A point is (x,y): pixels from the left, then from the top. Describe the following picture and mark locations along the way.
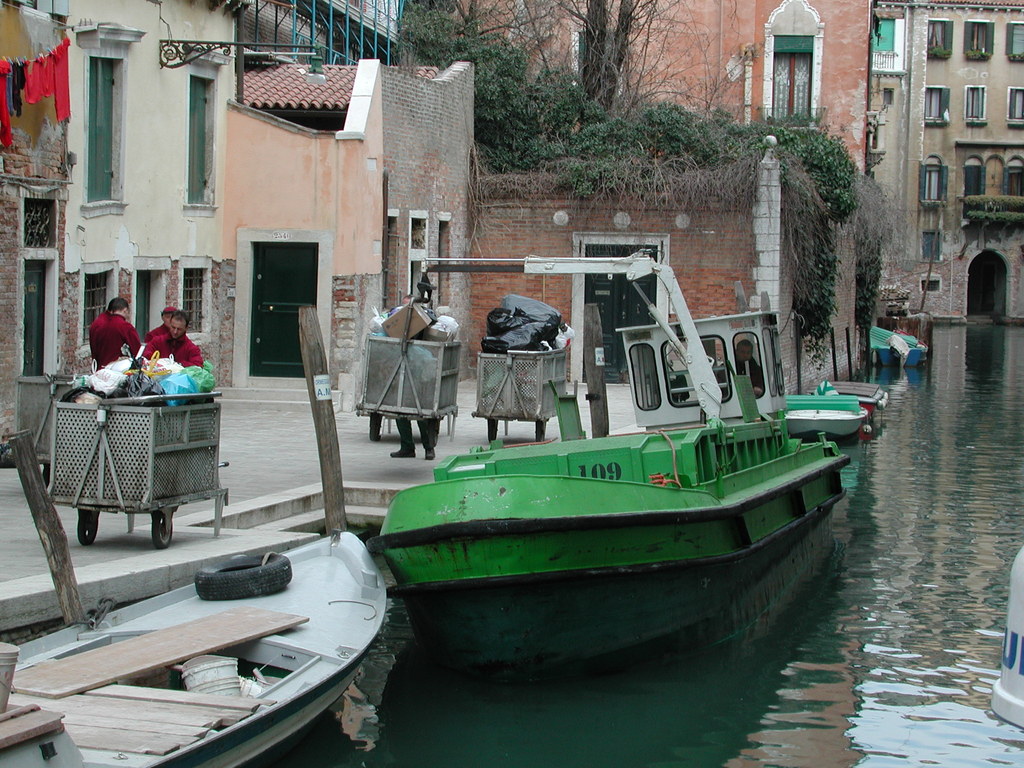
This picture is clicked outside. In the foreground (308,553) we can see the boats (663,563) and some other objects (321,434) in the water body (1006,411). On the left (167,442) we can see there are some objects (139,383) in the carts (202,422) and we can see the group of persons (104,352). In the background (716,23) we can see the buildings (747,9) and the clothes (46,60) hanging on the rope (55,47) and the trees (597,144).
